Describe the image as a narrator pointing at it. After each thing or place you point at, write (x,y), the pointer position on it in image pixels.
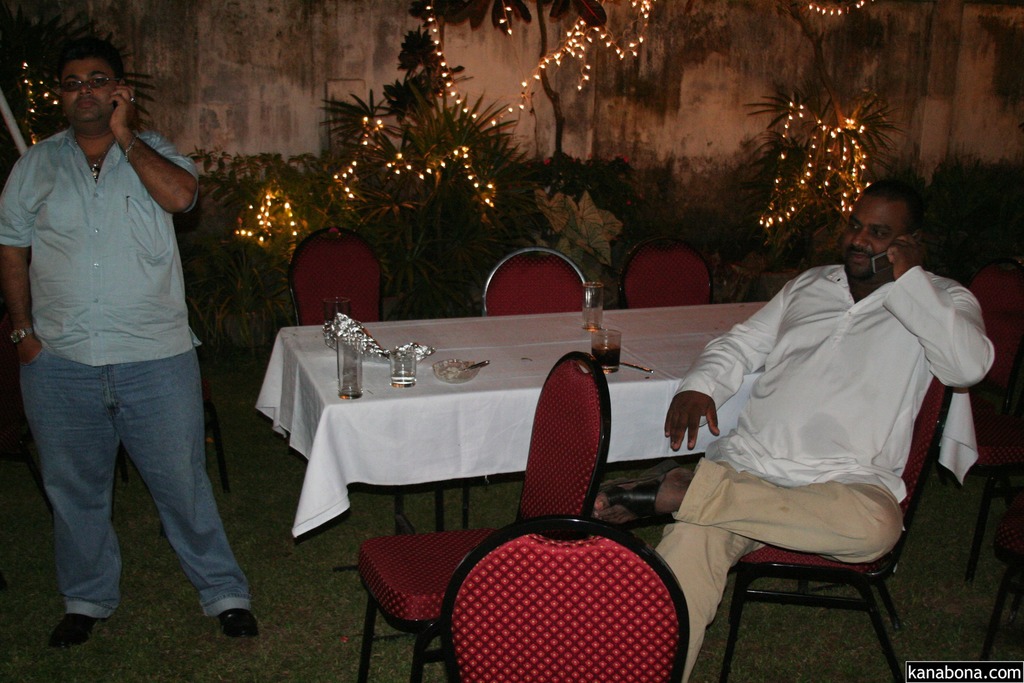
In this picture we can see a man (35,415) who is standing on the ground (196,637) and he has spectacles (72,84). Here we can see a person (873,516) who is sitting on the chair (814,563) and talking on the phone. These are the chairs (575,396) and there is a table (488,430). On the table (427,411) there is a white colored cloth (411,415) and these are the glasses (601,349). On the background (466,231) we can see some plants (533,193). This is the wall (325,60) and these are the lights (569,47).
